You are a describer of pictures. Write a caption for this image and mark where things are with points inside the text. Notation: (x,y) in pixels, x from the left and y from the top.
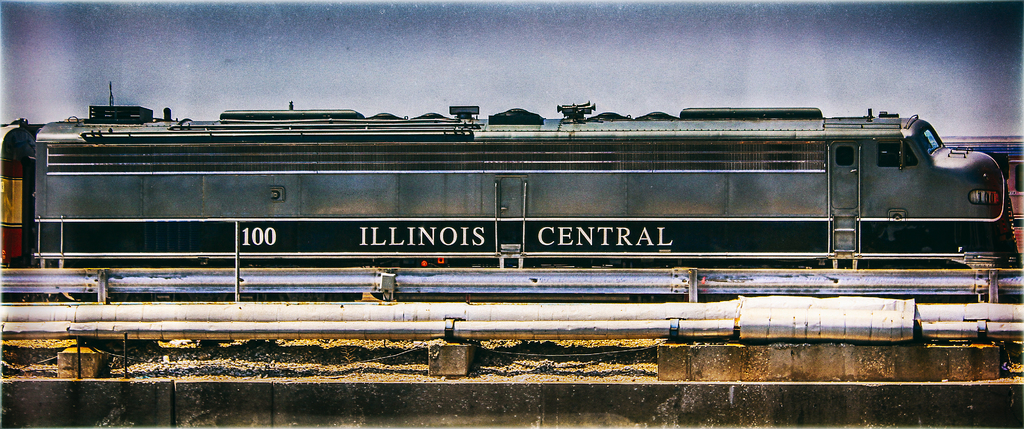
In this image we can see a train engine (634,174) with the wagon (5,201) is placed on the track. In the foreground (252,313) we can see a metal barricade (635,290), some pipes (478,330) placed on the ground (615,367). In the background (843,67), we can see the sky (479,72).
